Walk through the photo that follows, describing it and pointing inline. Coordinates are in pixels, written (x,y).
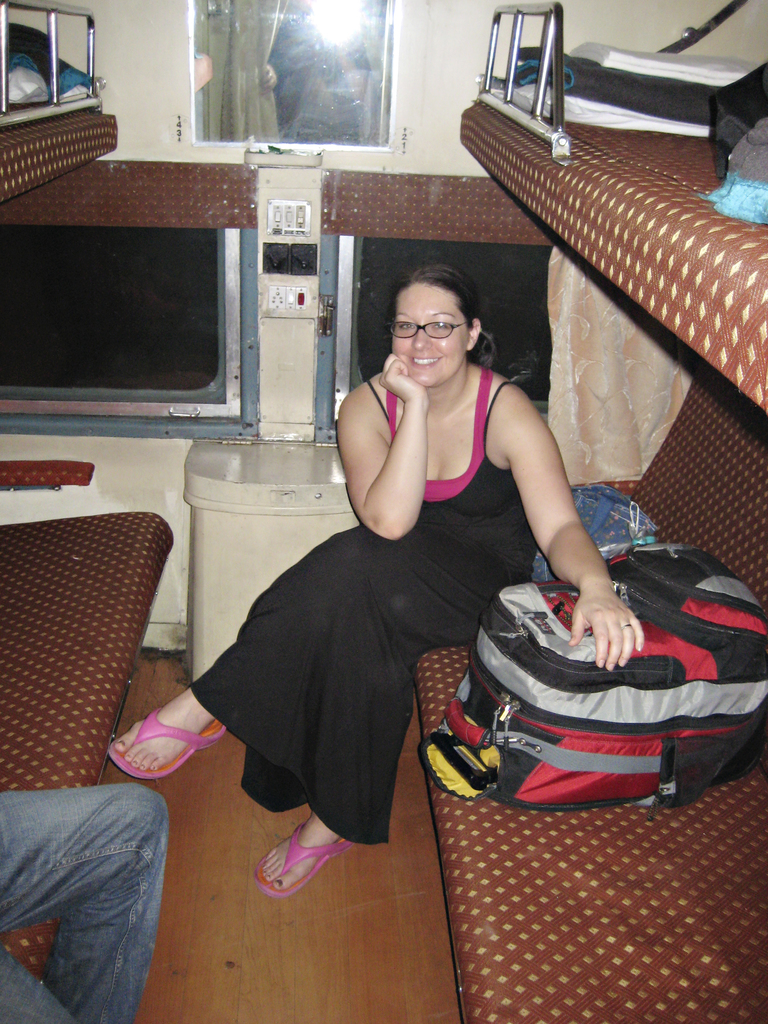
In this image I can see two persons (301,619) are sitting on the seats (476,824) and a bag (567,801). In the background (280,315) I can see windows (342,259), switch box (296,296), mirror (340,144) and metal rods (553,34). This image is taken may be in a train (215,897) during night.
